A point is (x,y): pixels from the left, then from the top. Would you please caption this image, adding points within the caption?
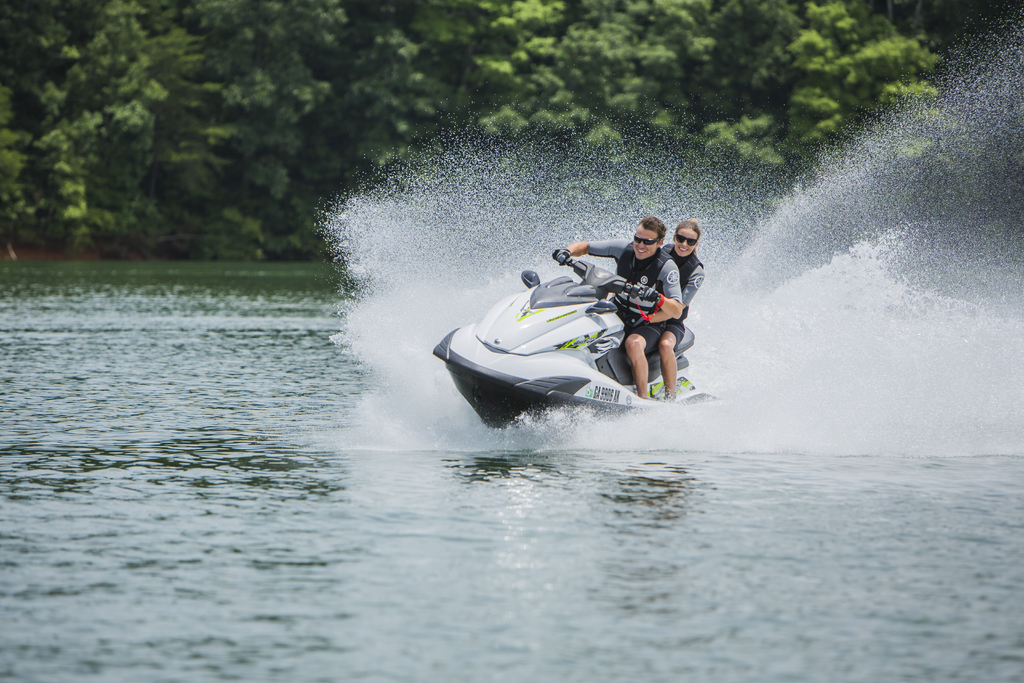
In this image we can see a man (656,248) and woman (687,290) wearing life jackets (644,266) and sunglasses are sitting on the water bike (632,371) which is floating on the water (150,581). The background of the image (69,62) is blurred, where we can see trees (409,41).
